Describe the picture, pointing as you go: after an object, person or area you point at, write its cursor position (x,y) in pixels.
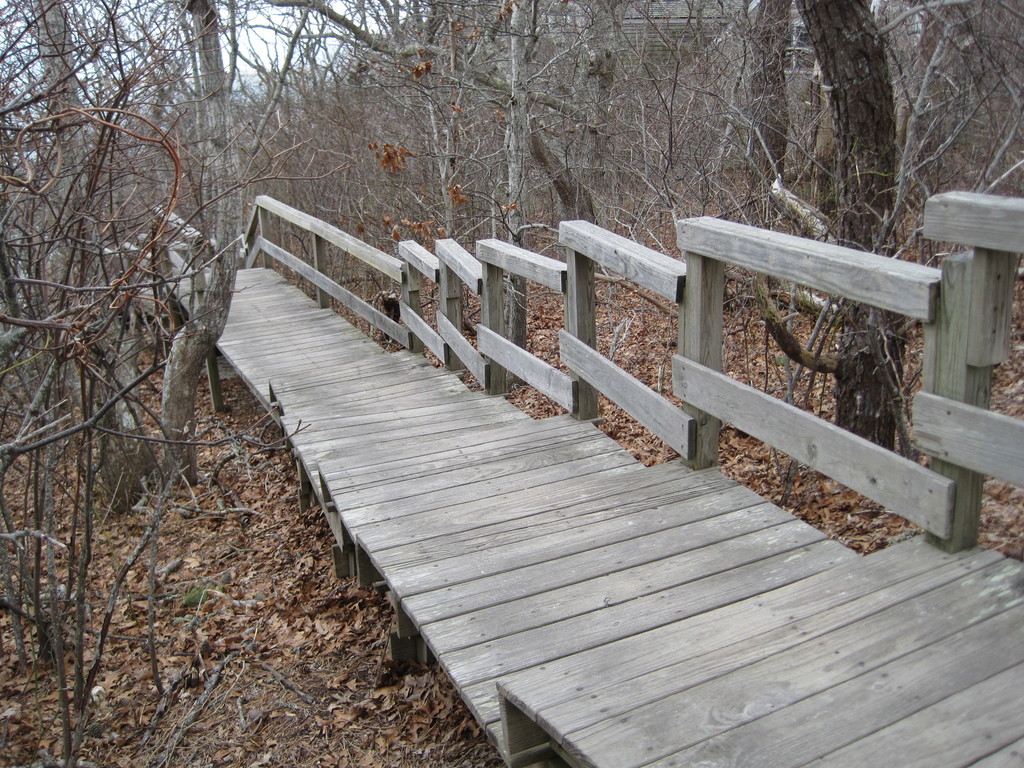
In this image in the center (379,402) there is a bridge (468,408) and a wooden fence (579,295), on the right side (739,194) and left side (222,139) there are some trees (157,260) and dry grass (165,510).
